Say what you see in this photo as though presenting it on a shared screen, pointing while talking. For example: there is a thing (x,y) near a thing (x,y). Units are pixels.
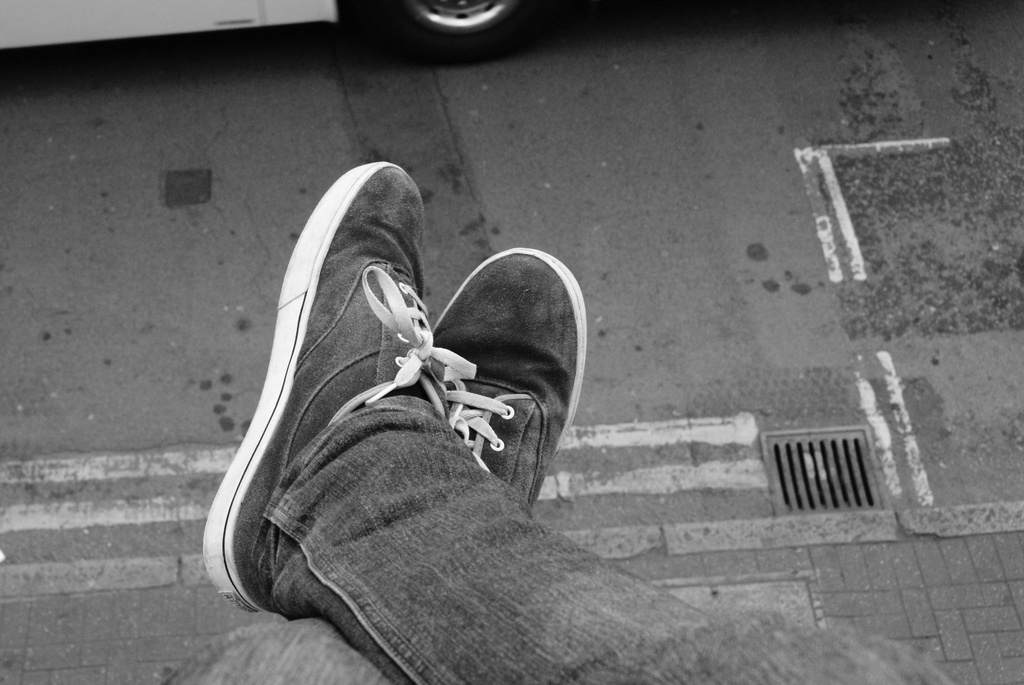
In this picture I can observe shoes (357,306) in the middle of the picture (388,371). In the background (512,189) I can observe land (496,202).
